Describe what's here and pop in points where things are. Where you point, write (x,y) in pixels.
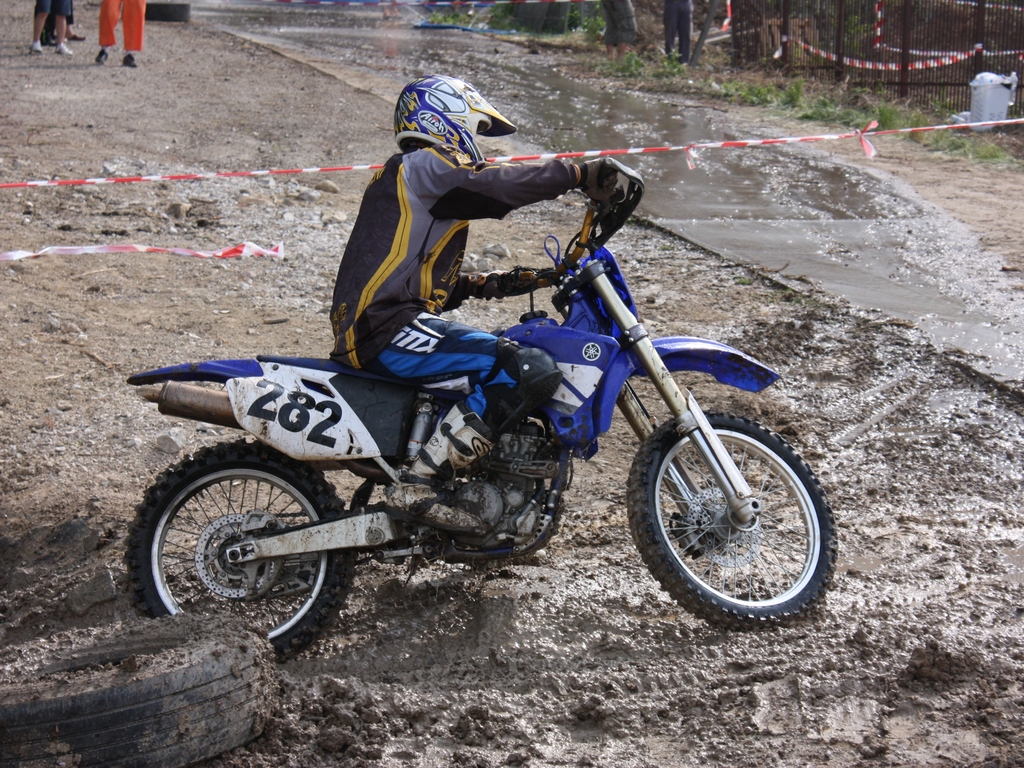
In the picture there is a man (481,425) riding motorcycle (534,414) in the sand (665,625) the sand (490,657) is very wet and the person (413,211) is wearing a jacket (413,211) and helmet (436,115), in the left side (128,57) there are some people (132,23) standing outside and watching the man (478,359).
